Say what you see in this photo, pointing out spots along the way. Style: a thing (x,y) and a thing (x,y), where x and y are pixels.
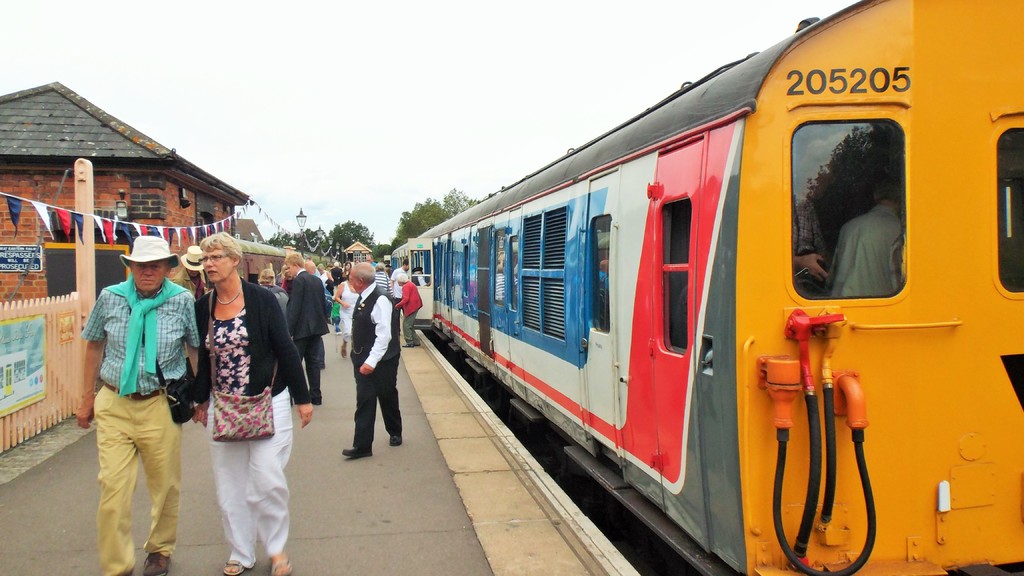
In this picture, we can see a few people (255,352) on the platform (204,475), we can see the train (426,238), fencing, small flags (17,214), house (352,250), trees (416,223), lights (302,220), and the sky (323,121).
